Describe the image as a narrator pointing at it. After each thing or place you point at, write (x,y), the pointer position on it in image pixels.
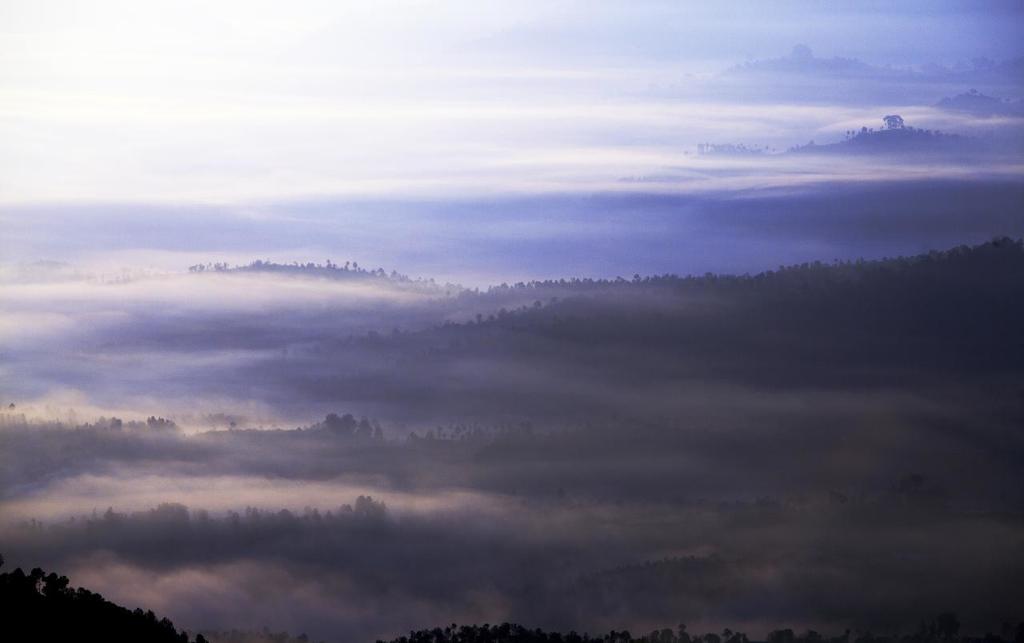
In this picture we can see trees (451,439) and the sky (442,105).
